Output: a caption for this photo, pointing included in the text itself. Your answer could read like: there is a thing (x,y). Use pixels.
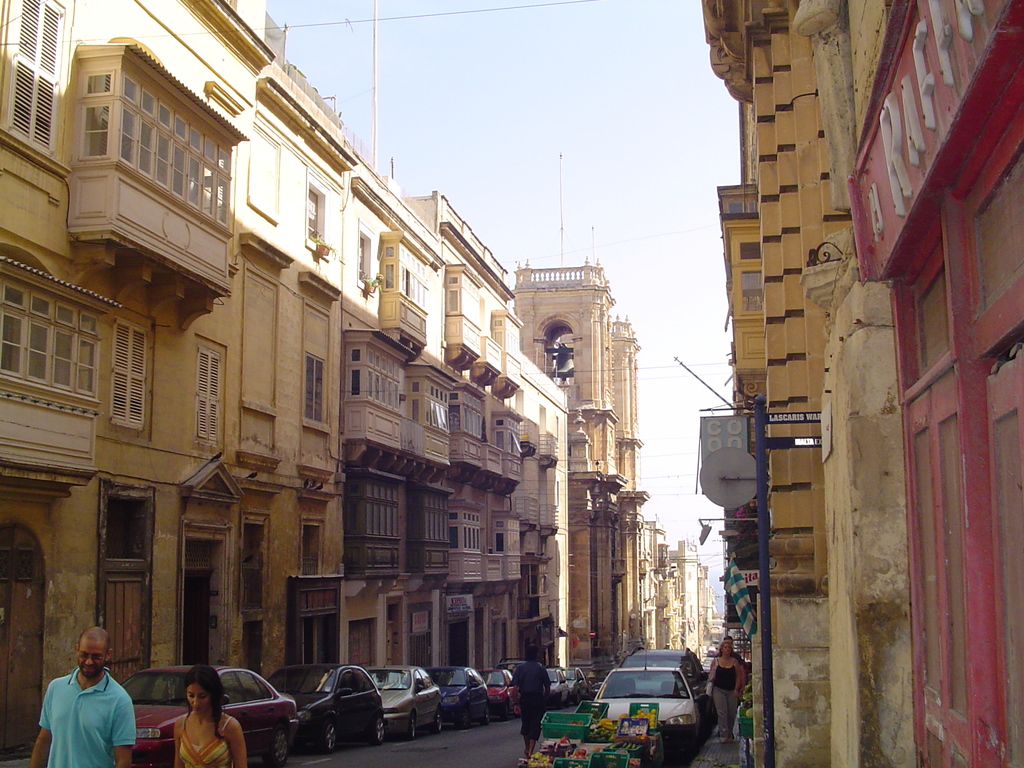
In the image in the center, we can see a few vehicles (401,716) on the road (393,736) and we can see few people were walking. And we can see baskets (638,753) and a few other objects (655,758). In the background (523,238) we can see the sky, clouds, buildings (758,200), windows (747,264), poles (763,553), sign boards (876,267) etc.
